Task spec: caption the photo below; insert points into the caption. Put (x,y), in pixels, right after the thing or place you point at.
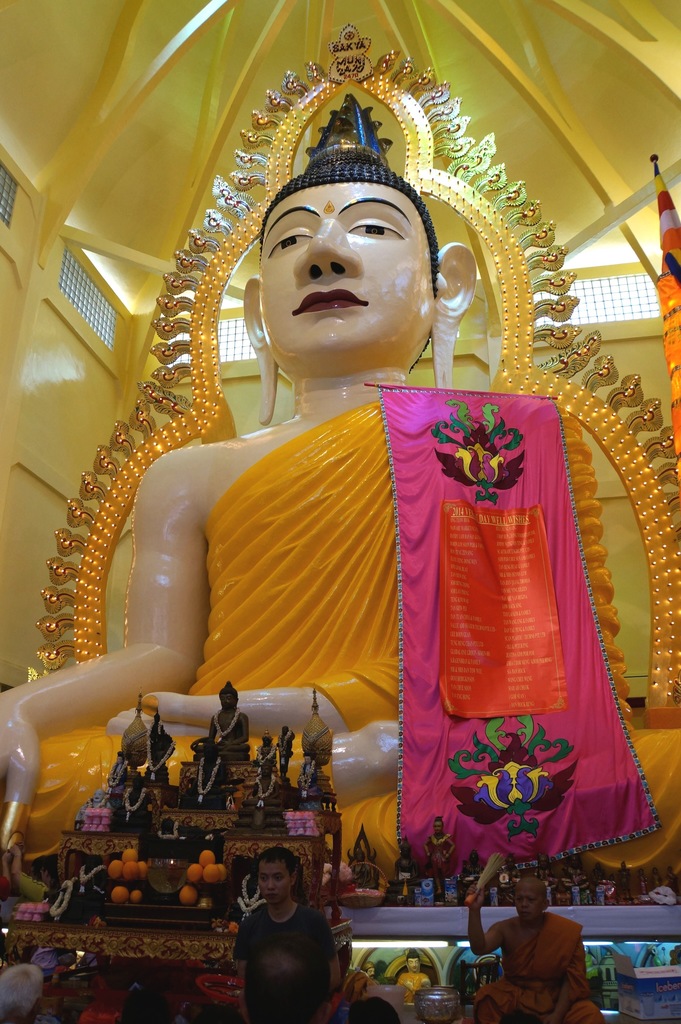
In this picture I can see there is a statue (352,463) and there is a pink color banner (572,805) at right side (495,842), there are few small idols (99,882), a person (521,935) sitting at the right side (473,936). There are few windows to the ceiling (72,217) and there is a wall (13,240) in the backdrop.
